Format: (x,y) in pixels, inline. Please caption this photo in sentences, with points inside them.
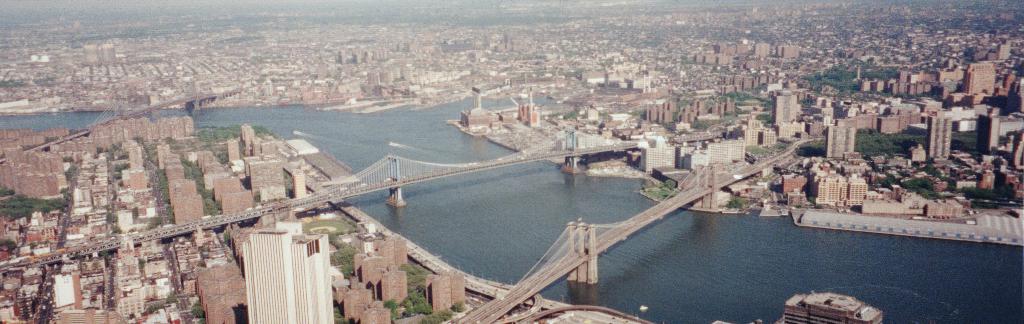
In this picture we can see there are buildings (294,227), trees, bridges (372,164) and water (404,138).
